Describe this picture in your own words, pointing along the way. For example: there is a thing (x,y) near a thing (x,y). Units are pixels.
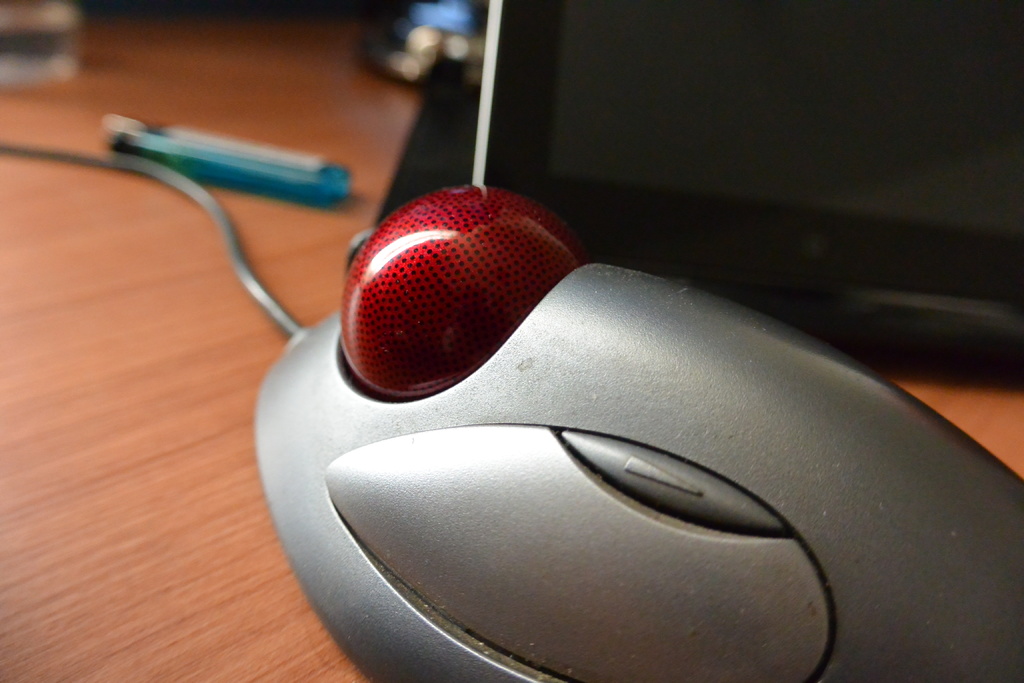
In this picture I can see some object (647,497) which is attached with a wire (129,164). In the background (174,149) I can see some other objects (170,168) on the wooden surface (262,506).
